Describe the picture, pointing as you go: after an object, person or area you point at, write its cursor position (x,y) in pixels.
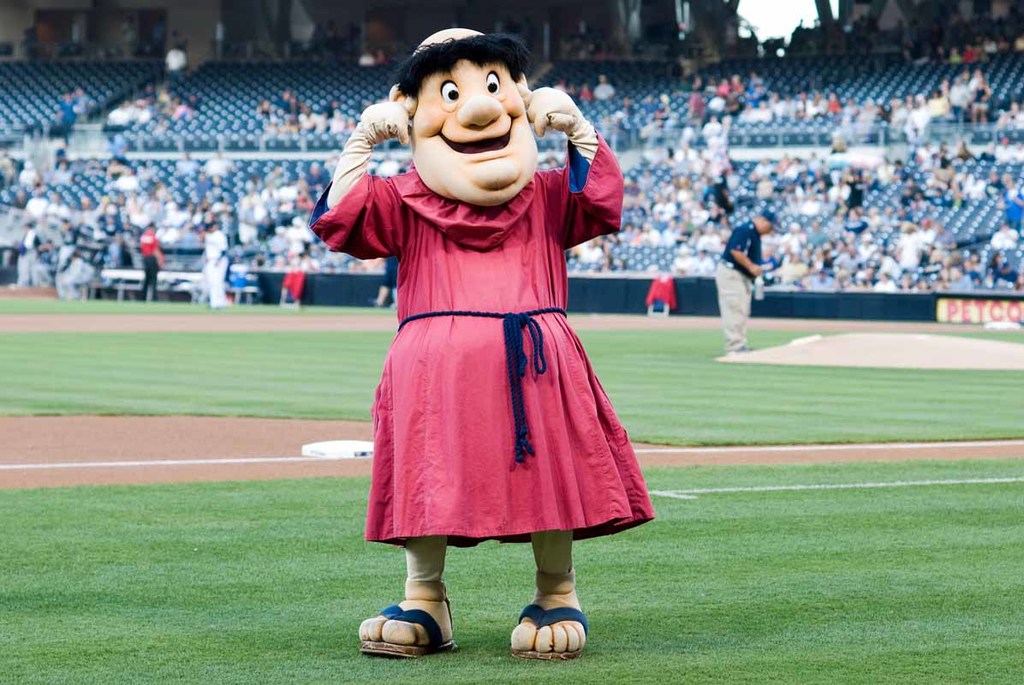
In this picture we can see a person (470,333) in the costume (447,303) and the person (436,431) is standing on the grass (353,635). Behind the person (467,260) there are groups of people (741,266), some people (747,305) are standing and some people (706,246) are sitting on chairs (190,181). Behind the people (547,154), there are some blurred objects (928,35).
